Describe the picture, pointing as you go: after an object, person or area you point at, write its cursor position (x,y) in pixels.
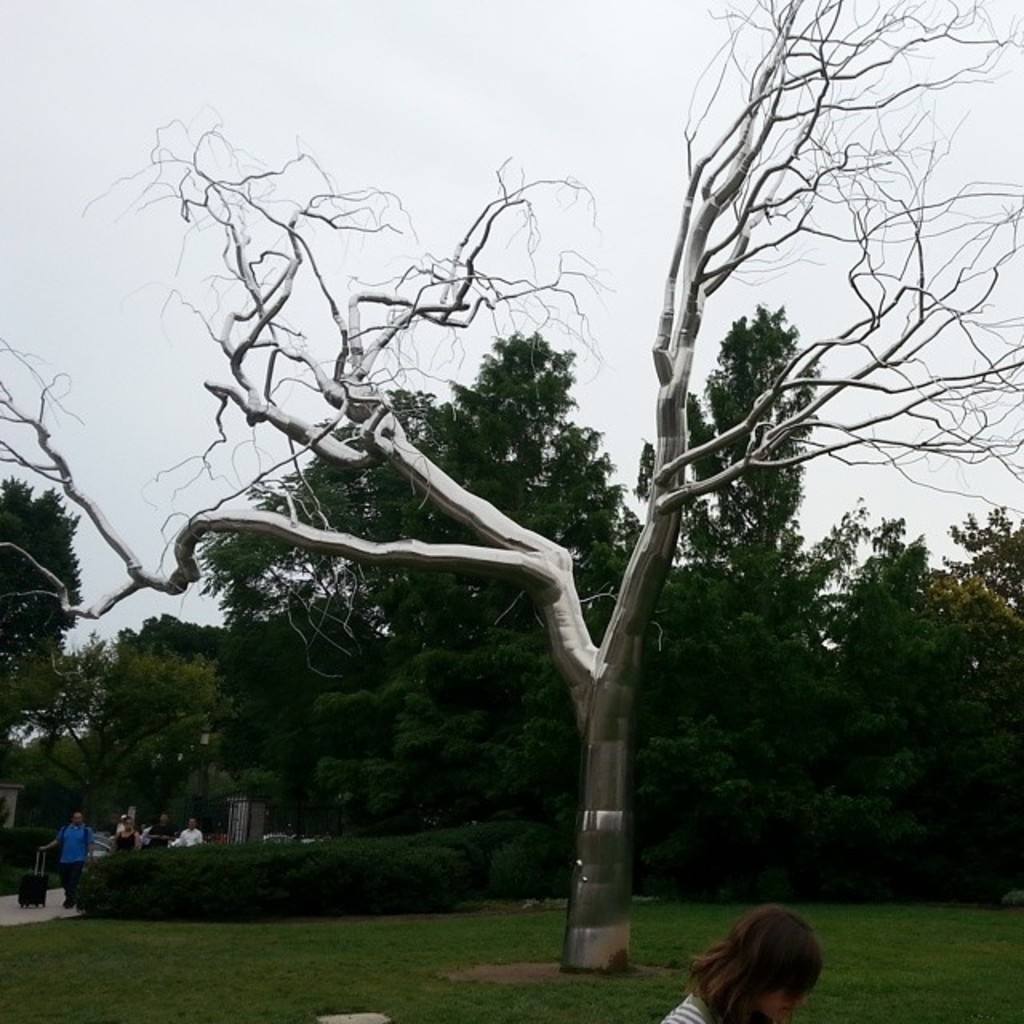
In this picture there is a model (515,519) of a tree (599,796) in the center (610,665). In the front (670,997) there is a person (739,992) and there's grass (301,963) on the ground (354,948). In the background (464,824) there are plants (420,831), trees (444,669), there are persons (172,830) and the sky (330,124) is cloudy.
